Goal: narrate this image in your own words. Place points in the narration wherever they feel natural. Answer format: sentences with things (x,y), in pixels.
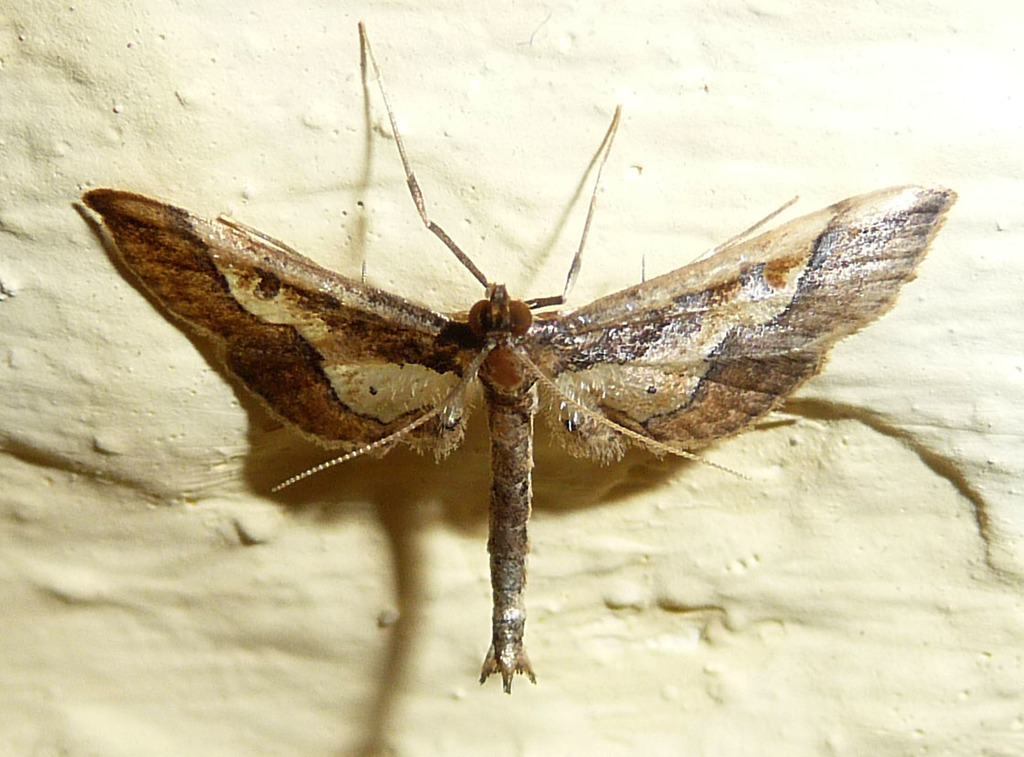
In this image I can see an insect (687,354) on a wall (152,627).
